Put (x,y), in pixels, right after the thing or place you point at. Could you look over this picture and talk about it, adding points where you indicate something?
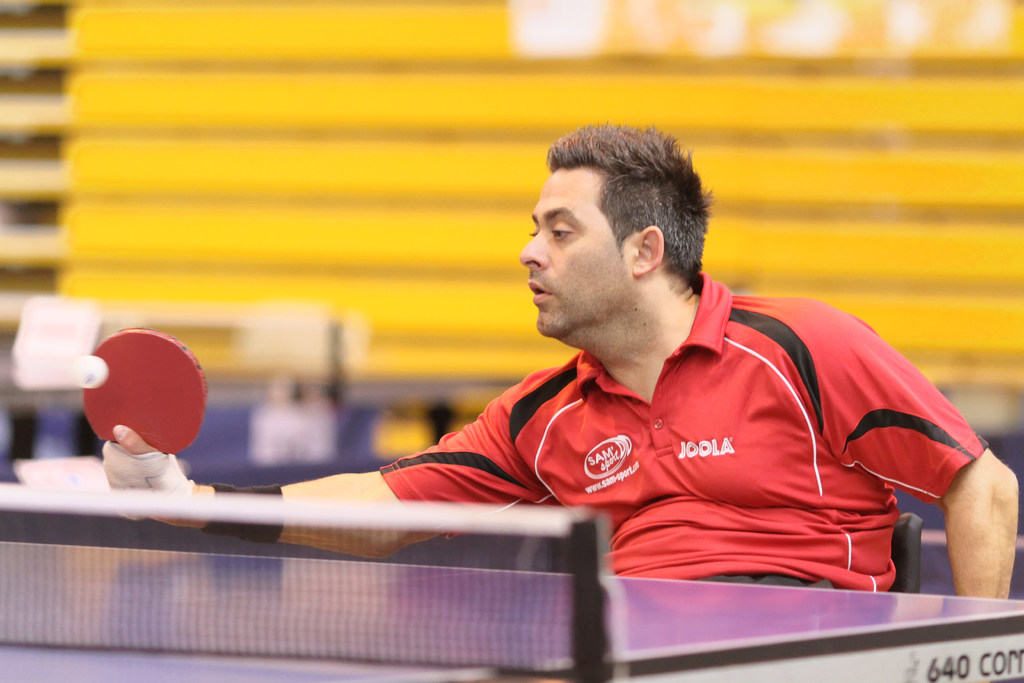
In this image we can see a person (504,479) sitting on the chair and holding a bat (162,441) in his hand (136,453). In the background (228,183) we can see walls (113,162), ball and a sports net (228,511).
